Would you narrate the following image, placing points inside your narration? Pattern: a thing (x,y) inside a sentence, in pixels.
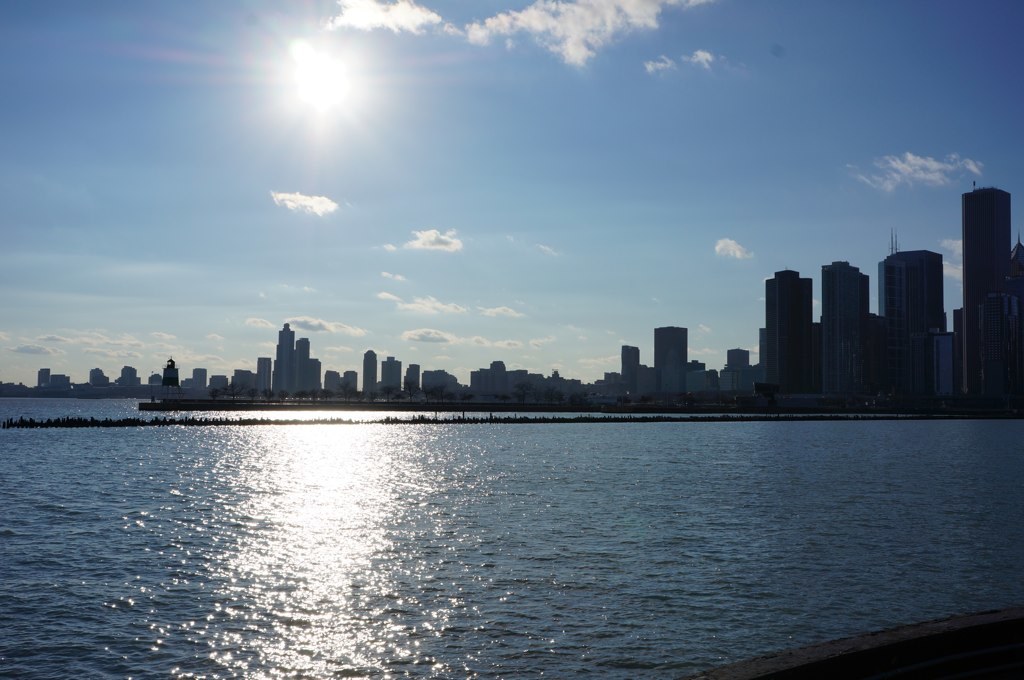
This is completely an outdoor picture. On the background of the picture (659,59) we can see a clear blue sky (706,94) with clouds (547,29) and with a lightning sun (325,94) and it seems like a sunny day. This is a river (632,523). These are the buildings (285,367). We can see trees (377,393) near to the buildings (425,386).
